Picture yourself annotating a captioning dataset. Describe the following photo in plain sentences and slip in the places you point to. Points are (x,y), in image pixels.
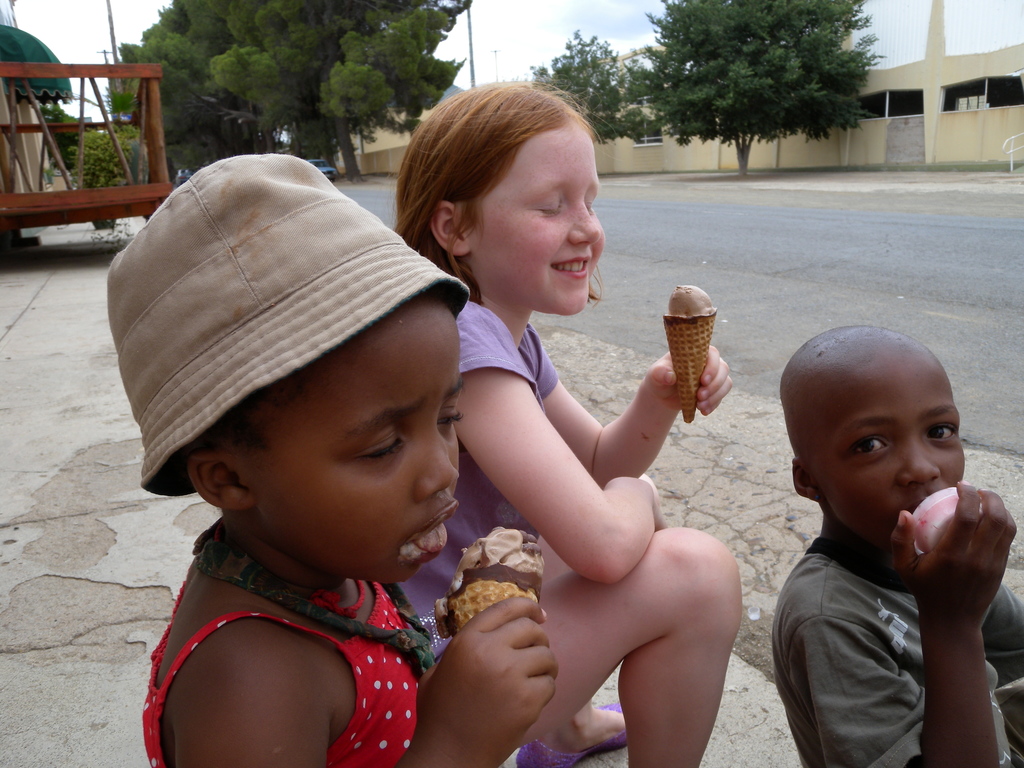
In the foreground of this image (431,617), there are three kids (559,508) sitting on the side path (719,742), holding ice creams (689,380) and eating it. In the background (647,214), there is the road (865,200), few buildings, trees (670,43) and sky (629,20) and the cloud (525,19).
